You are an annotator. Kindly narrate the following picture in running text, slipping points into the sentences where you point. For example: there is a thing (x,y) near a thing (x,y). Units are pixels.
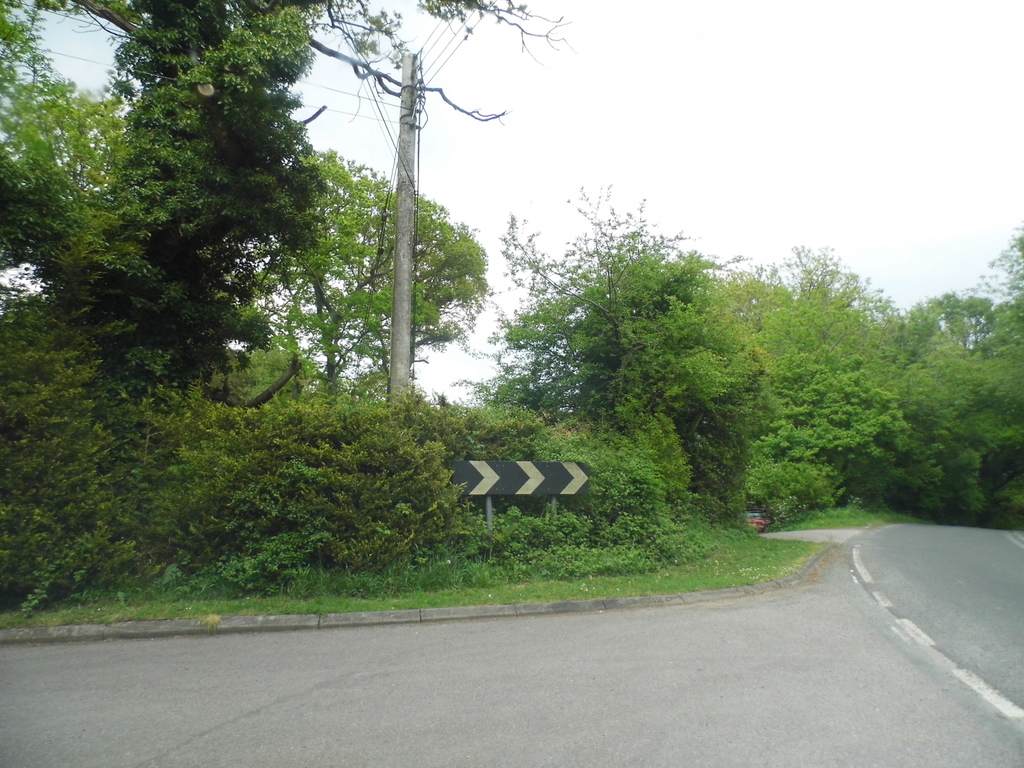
In this image there are trees (688,412). At the bottom (307,691) there is a road (858,653) we can see grass (780,565). In the center (403,328) there is a pole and we can see a board (549,486). In the background (571,95) there are wires (439,67) and sky (673,116).
